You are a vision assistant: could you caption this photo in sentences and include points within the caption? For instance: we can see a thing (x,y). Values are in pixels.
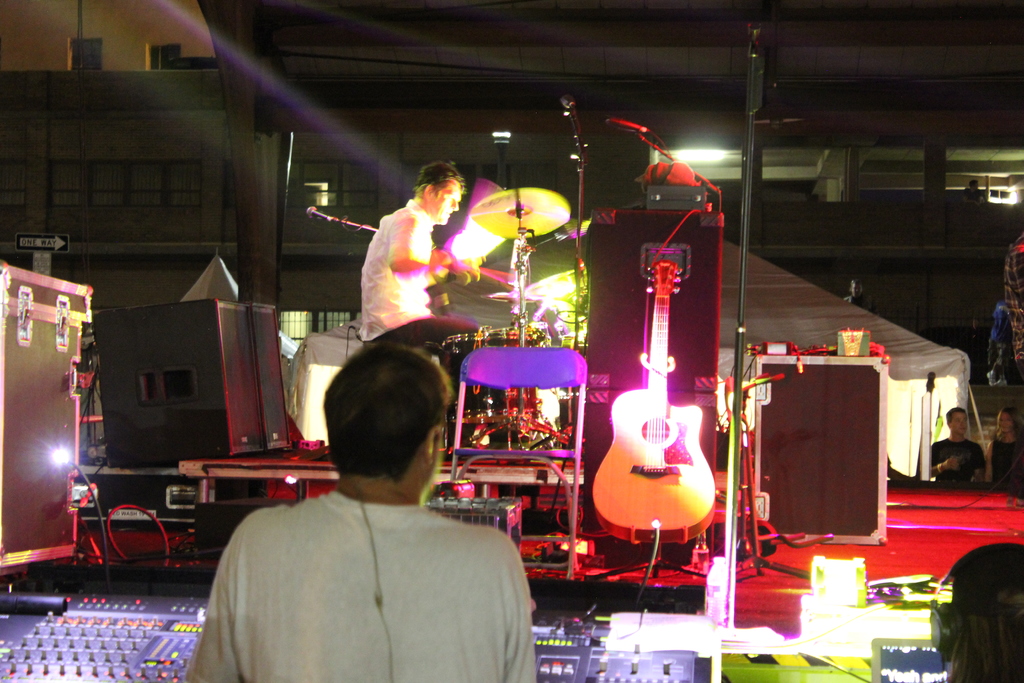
In this image I can see a person (427,234) playing a musical instrument (516,248). There is a chair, guitar (639,454) and the person (372,563) is sitting.
